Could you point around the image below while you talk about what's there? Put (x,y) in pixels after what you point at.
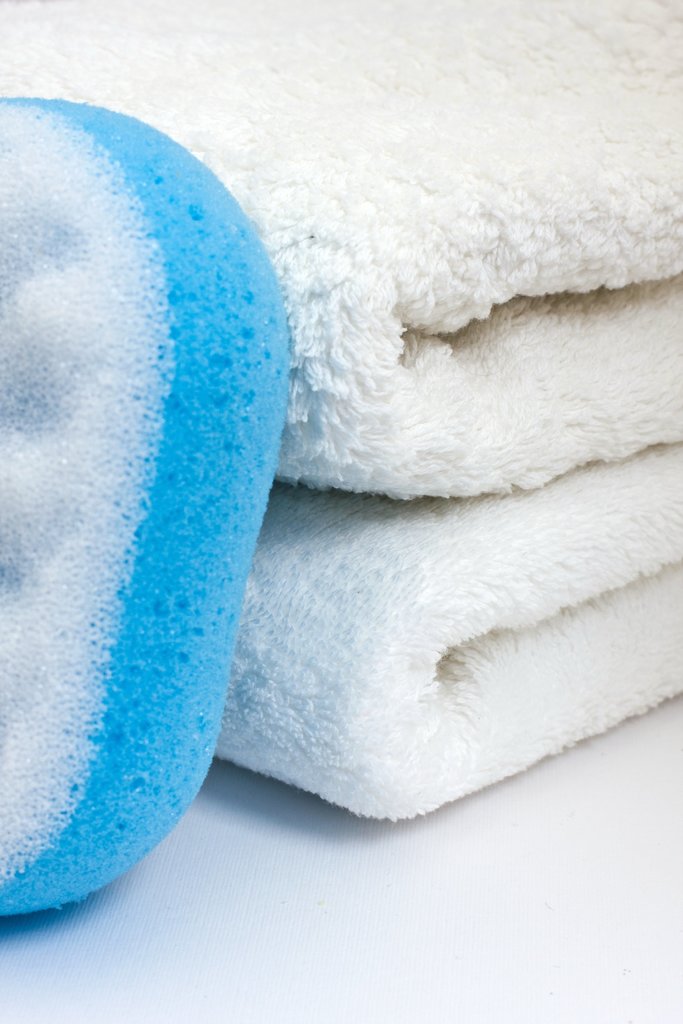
In this image we can see some folded towels (430,575) and a sponge scrub (215,719) which are placed on the surface (350,847).
